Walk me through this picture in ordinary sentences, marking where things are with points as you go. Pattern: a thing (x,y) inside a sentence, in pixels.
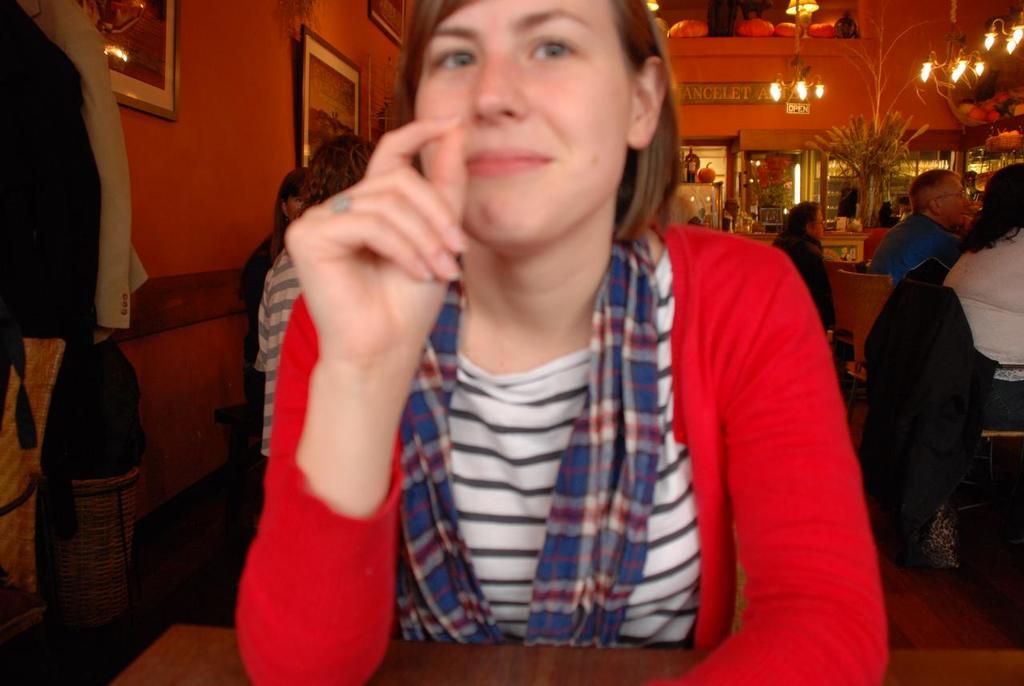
In this image we can see a woman (529,543) sitting on the chair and a table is placed in front of her. In the background (405,32) we can see persons (795,214) sitting on the chairs (852,293), chandeliers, cupboards (729,171), walls (174,155) and wall hangings (389,4) attached to the walls (212,211).
